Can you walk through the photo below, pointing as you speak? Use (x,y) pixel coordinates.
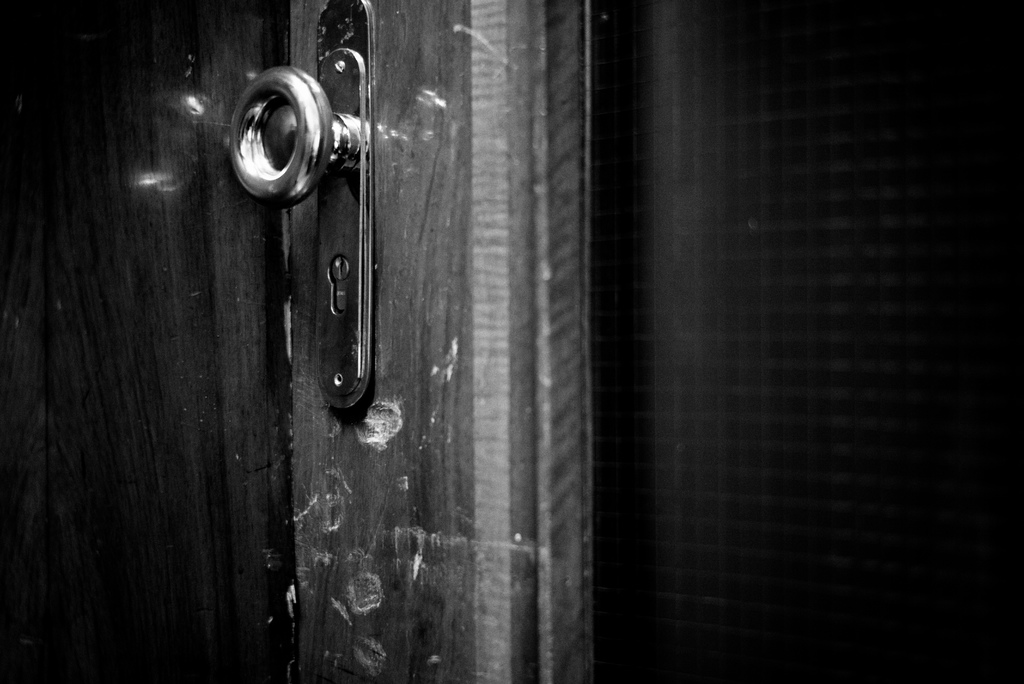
This is a black and white image. This looks like a door (157,237). There is a lock (360,38) in the middle (367,311).
